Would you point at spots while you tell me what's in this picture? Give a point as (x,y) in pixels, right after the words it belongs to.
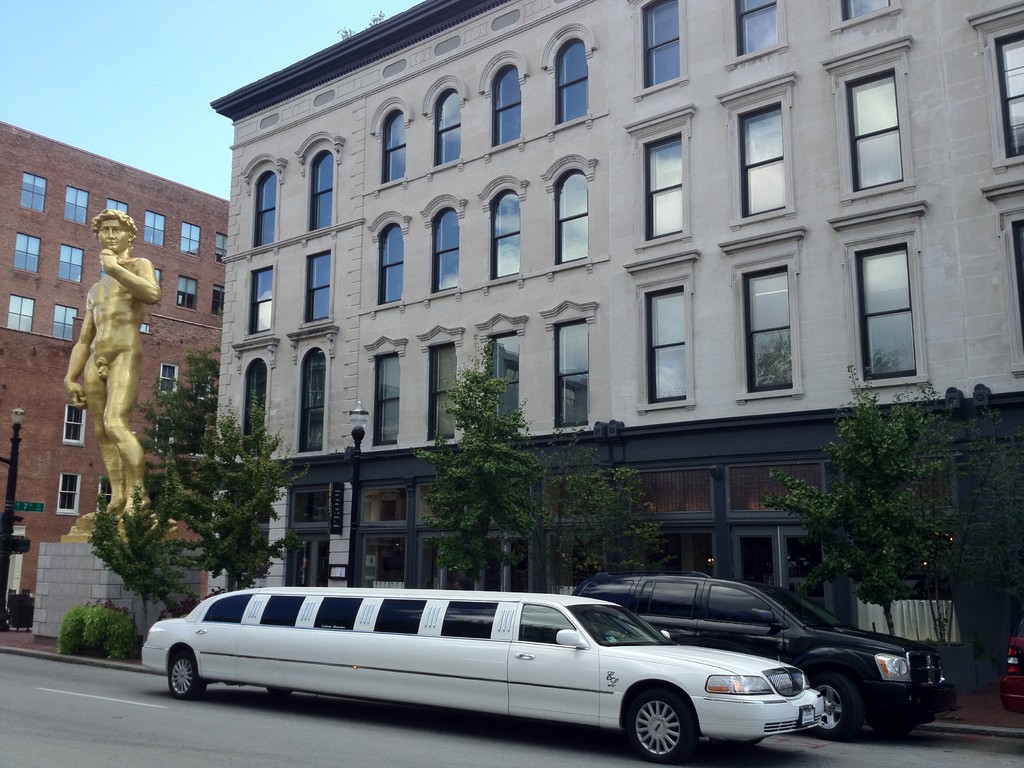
In this image we can see the buildings (322,436). In front of the buildings (29,363) we can see a statue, plants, trees (187,420), vehicles (344,624) and a pole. On the left side (29,507), we can see a pole (12,520) with a board (18,501). In the top left (146,49), we can see the sky (168,56).
